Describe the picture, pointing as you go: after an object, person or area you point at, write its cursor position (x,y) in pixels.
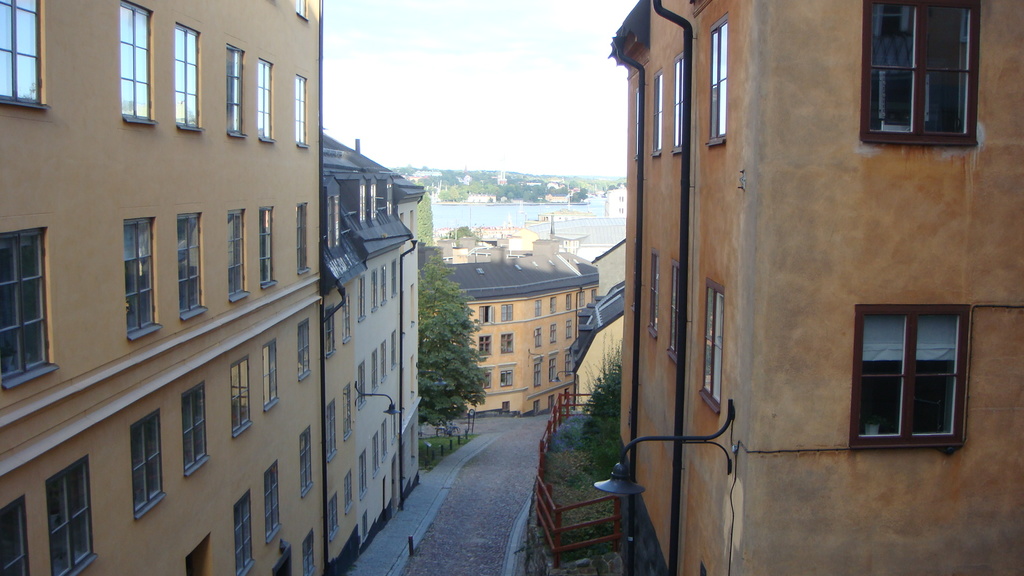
In this image on both sides there are buildings (665,306), trees (463,327). Here there is boundary (556,410). In the middle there is path (538,416). In the background (487,218) there is water body (462,215), buildings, trees (506,186).
